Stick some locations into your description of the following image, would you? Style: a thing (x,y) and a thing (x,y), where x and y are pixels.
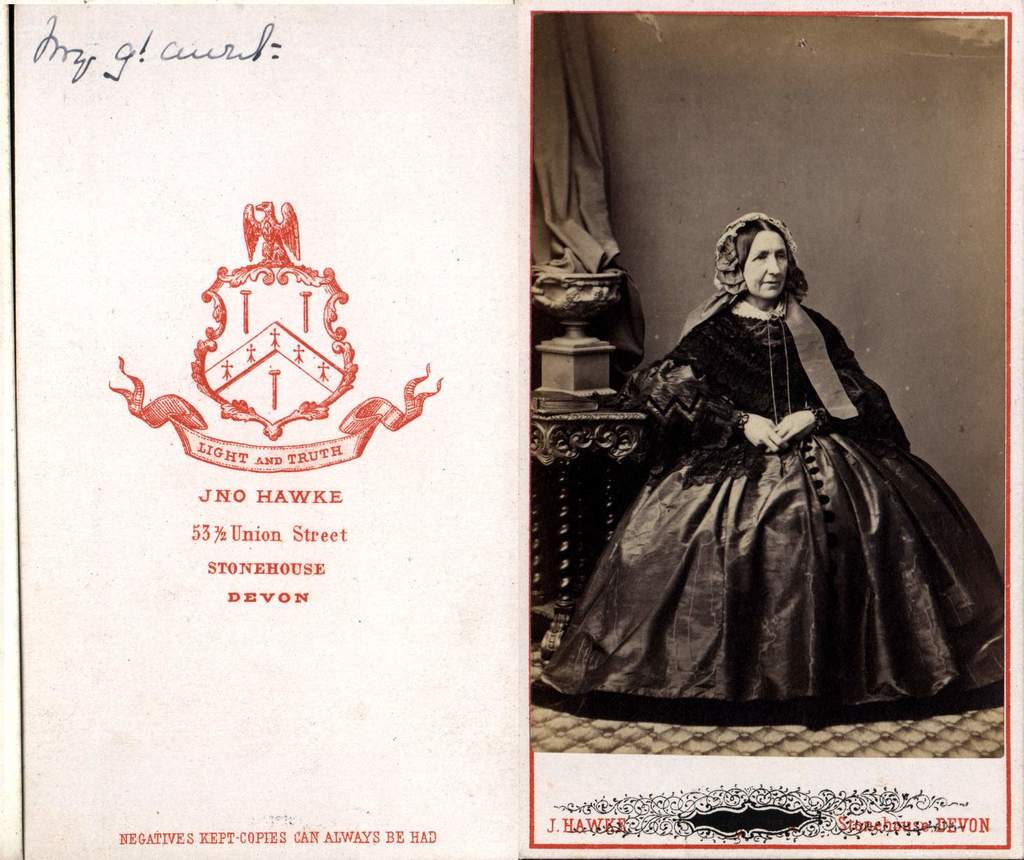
In this image there is a picture of lady (918,556) sitting on the chair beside that there is a pillar (546,590) and also there is a stamp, signature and some note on the left side (209,51).
